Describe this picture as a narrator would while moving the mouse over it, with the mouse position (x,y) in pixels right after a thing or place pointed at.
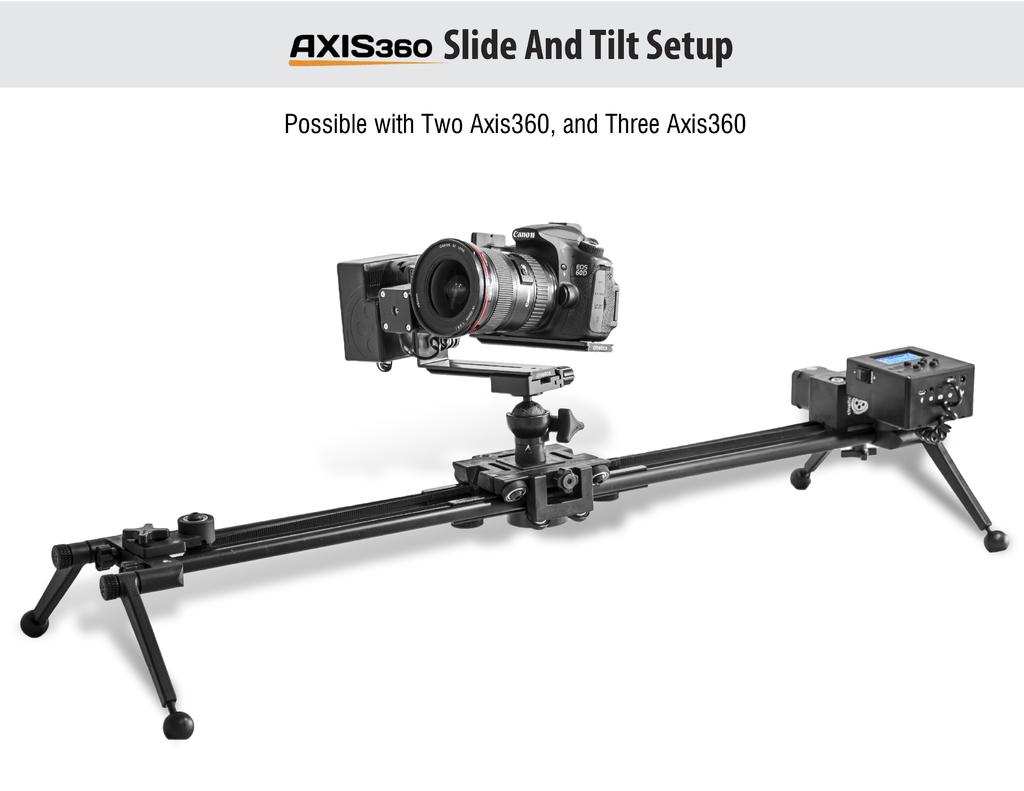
In this image we can see a camera (502,272) with the stand (82,554) and the background (828,659) is in white color. At the top (445,122) we can see the text (445,122).
